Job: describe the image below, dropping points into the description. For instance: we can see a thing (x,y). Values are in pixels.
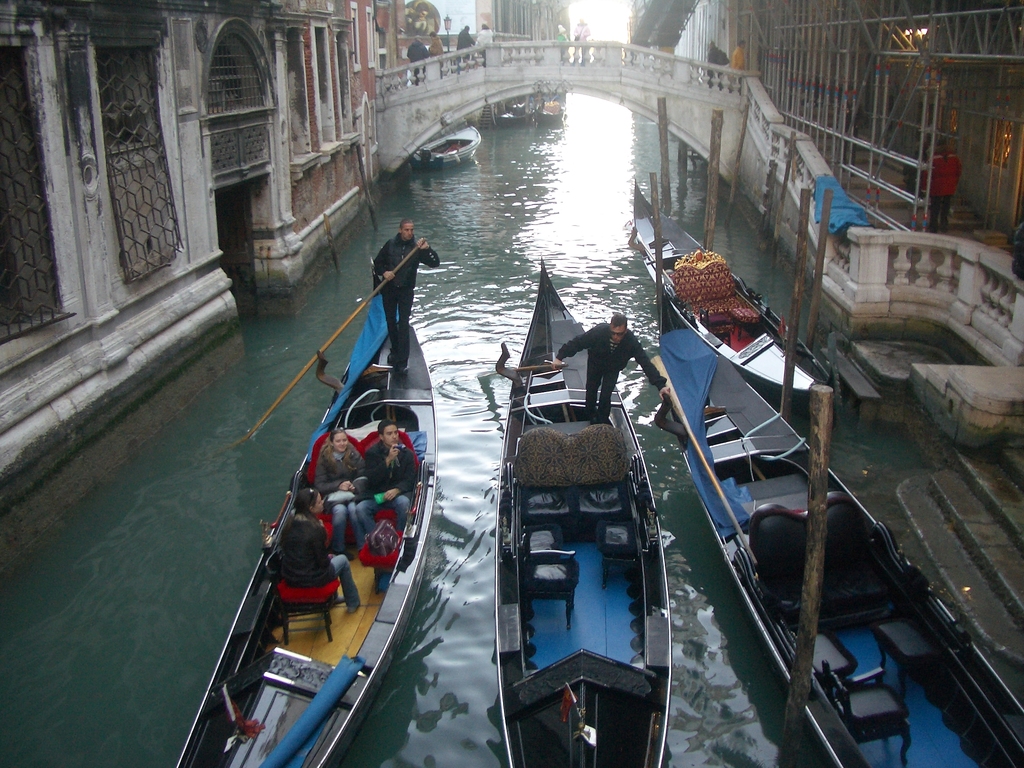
In this image, we can see people (391,433) are sailing boats (543,634) on the water (459,641). Here we can see few boats (451,156) are above the water (499,214). On the right side of the image (945,537), we can see stairs (906,506) and wooden poles (660,287). Top of the image (871,241), we can see grille (25,267), railings (699,77), bridge (509,71), people (424,59), lights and sky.
